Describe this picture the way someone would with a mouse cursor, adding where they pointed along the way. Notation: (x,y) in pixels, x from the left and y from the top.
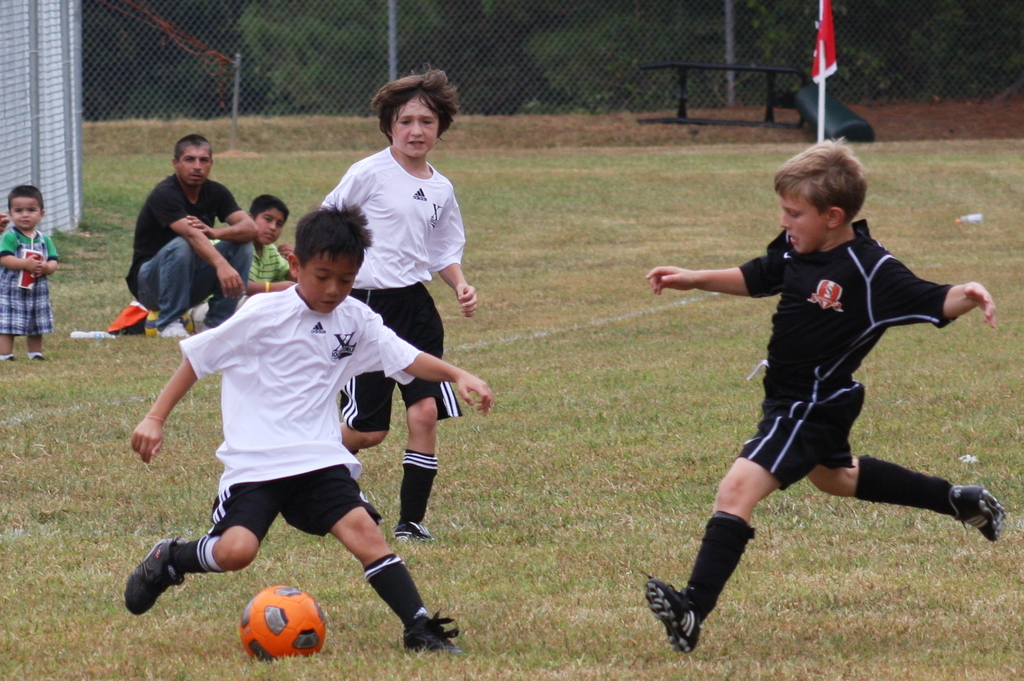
There are three children (420,351) playing football on the ground (459,421). In the back (27,216) there is a small boy (15,280) holding a cup (20,286). Also there are two person (206,206) sitting. On the ground (602,405) there is grass (586,456). In the back (367,70) there is a mesh fencing (505,68) and a flag (830,51) with a pole (821,103).
